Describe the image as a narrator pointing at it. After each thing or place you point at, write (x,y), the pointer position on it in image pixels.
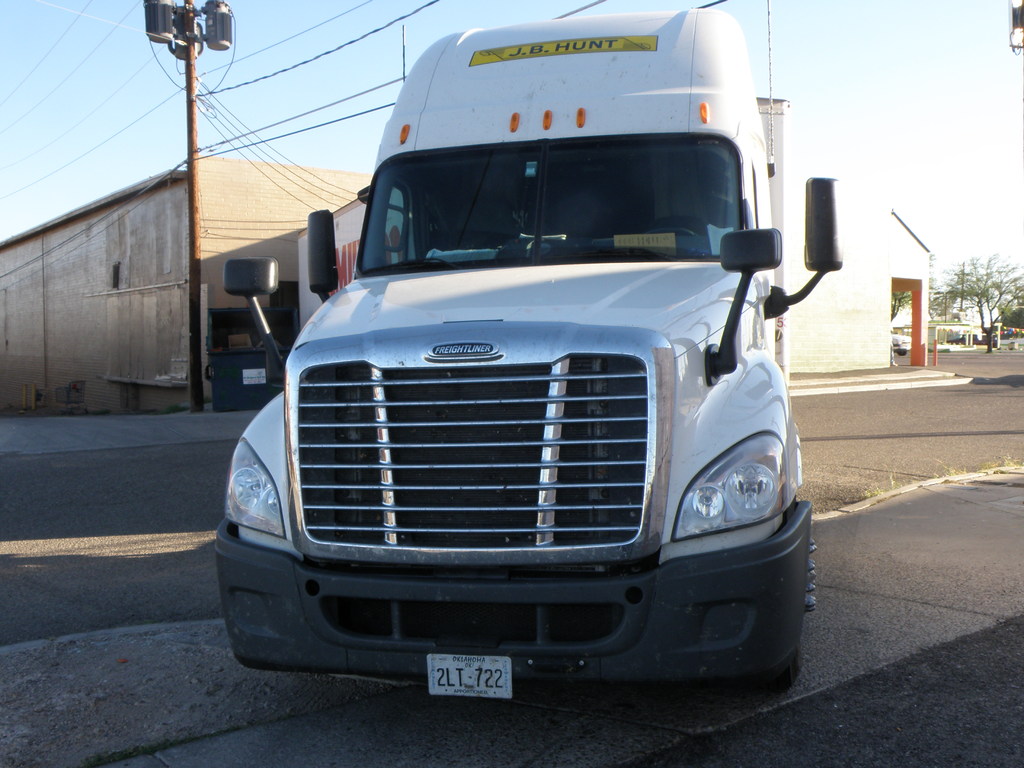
In this picture I can see the path (2,581) on which I see a truck (483,277) in front (580,234) and I see something is written on it and I see a number plate (476,668). In the background (34,365) I see few buildings (164,353), a pole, wires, trees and the sky (390,34).
